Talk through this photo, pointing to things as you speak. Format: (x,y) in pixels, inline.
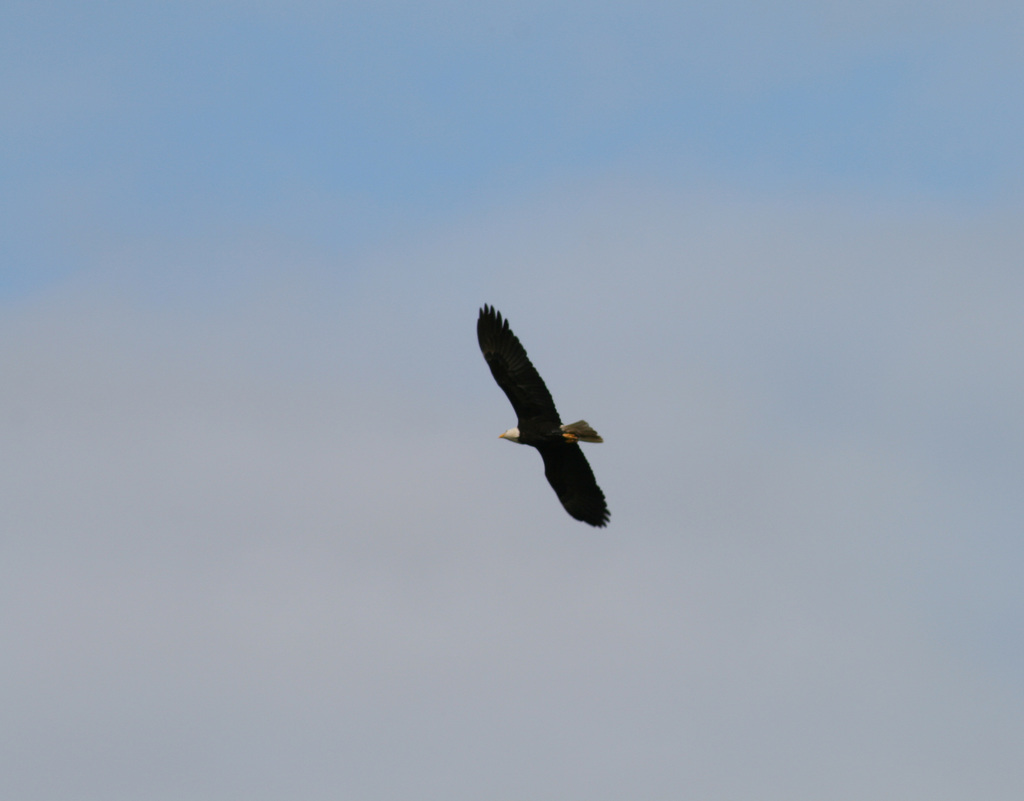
In this image a bird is flying in air (513,576). Background (72,201) is sky (769,382).
